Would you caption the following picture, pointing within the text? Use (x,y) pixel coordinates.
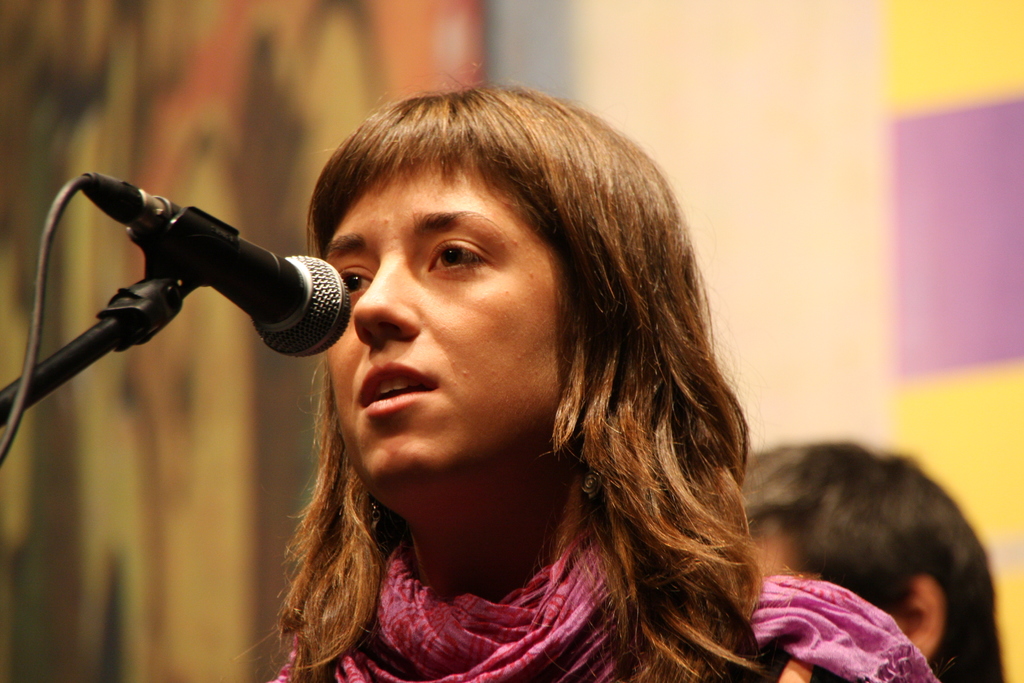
In this image I can see a woman (502,588) wearing pink colored dress (540,606) and a microphone (270,283) which is black and silver in color. In the background (877,590) I can see another person (945,527) and few blurry surfaces (259,78).
